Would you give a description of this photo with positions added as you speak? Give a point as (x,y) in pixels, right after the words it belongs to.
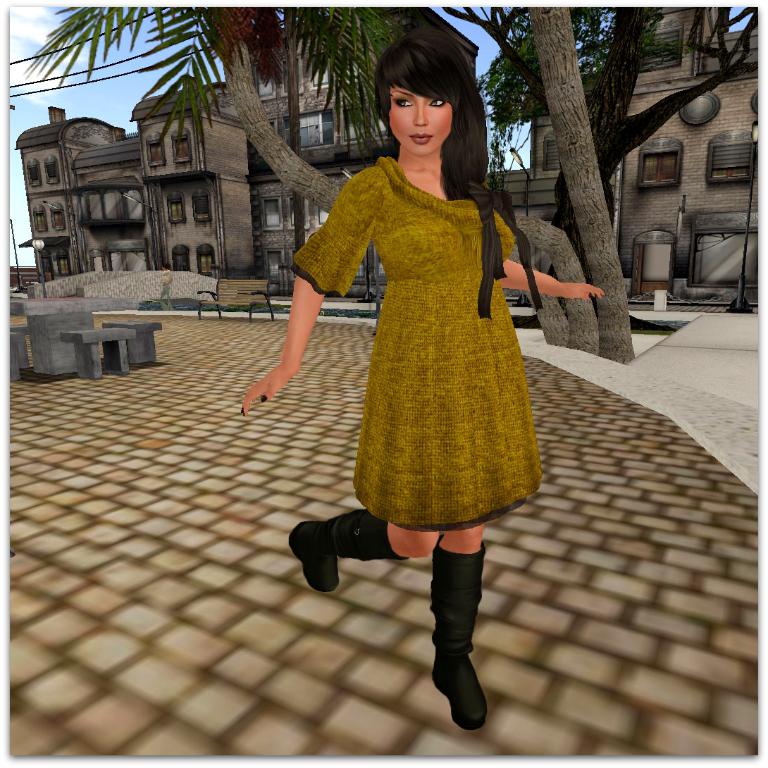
This is an animated image. In this image we can see a woman (562,285) standing on the pathway (420,648). On the backside (660,110) we can see some benches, poles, trees (608,314), a building (647,143), some wires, a person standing and the sky (90,106) which looks cloudy.
